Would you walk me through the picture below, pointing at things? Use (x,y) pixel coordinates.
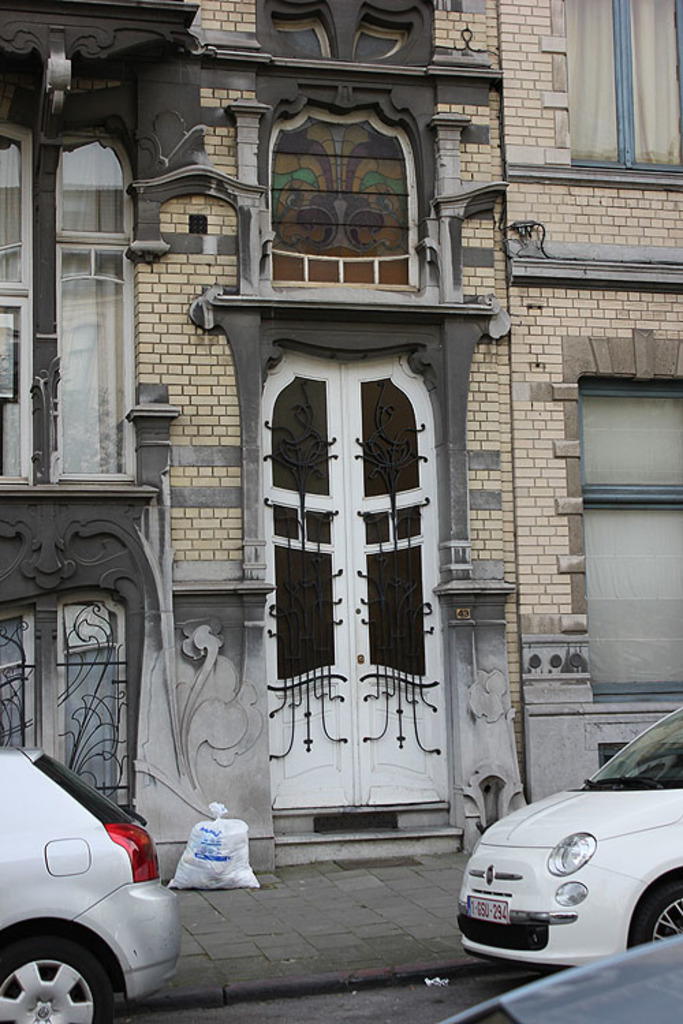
In this picture I can see the cars (522,924) on either side of this image, in the middle (250,604) there is a building (134,421) with windows (664,156) and doors (382,478).
